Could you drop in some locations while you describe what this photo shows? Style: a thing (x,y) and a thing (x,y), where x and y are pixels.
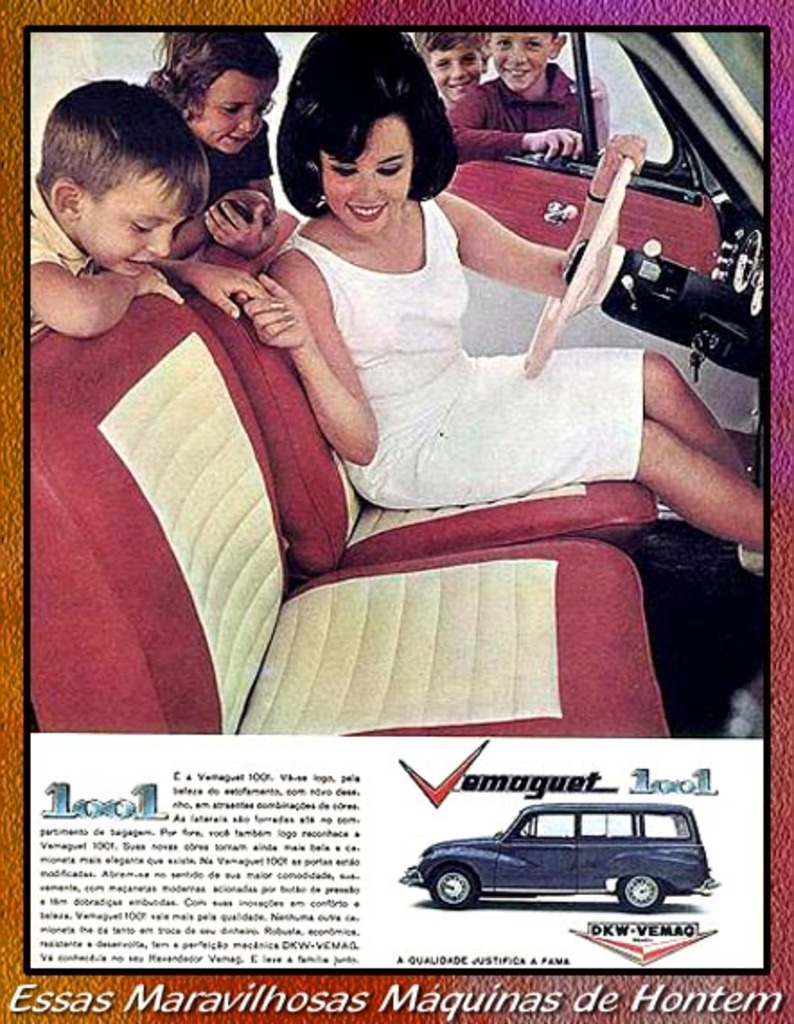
In this image in the middle (323,669), there is a car (424,553) inside that there is a woman (436,351) she is smiling she wears white dress (429,402) and there are two children (162,225). In the background (500,122) there are two children (542,143). At the bottom (352,851) there is text (168,928).
